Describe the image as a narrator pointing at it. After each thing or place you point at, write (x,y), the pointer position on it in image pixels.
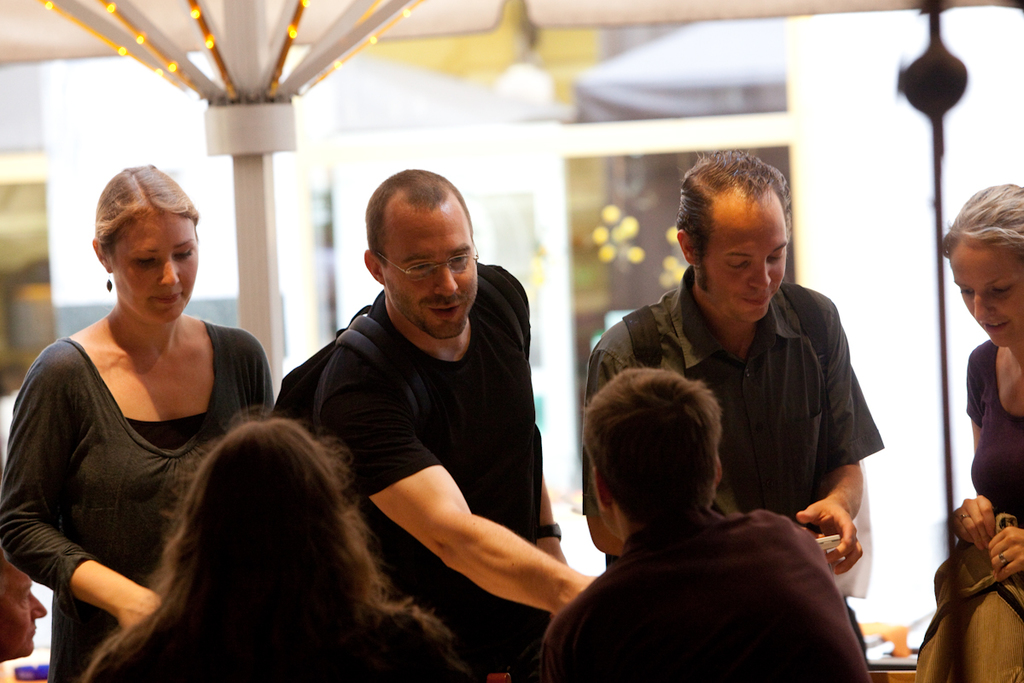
In the foreground of this picture (456,378) we can see the group of persons (322,415). In the center (511,379) we can see the two persons (743,351) wearing backpacks (799,307) and standing. On the right corner (971,289) we can see a woman (1001,453) holding an object (977,617) and standing. In the background (784,23) we can see the decoration lights (297,12), wall (860,136) and some other objects (278,142).
